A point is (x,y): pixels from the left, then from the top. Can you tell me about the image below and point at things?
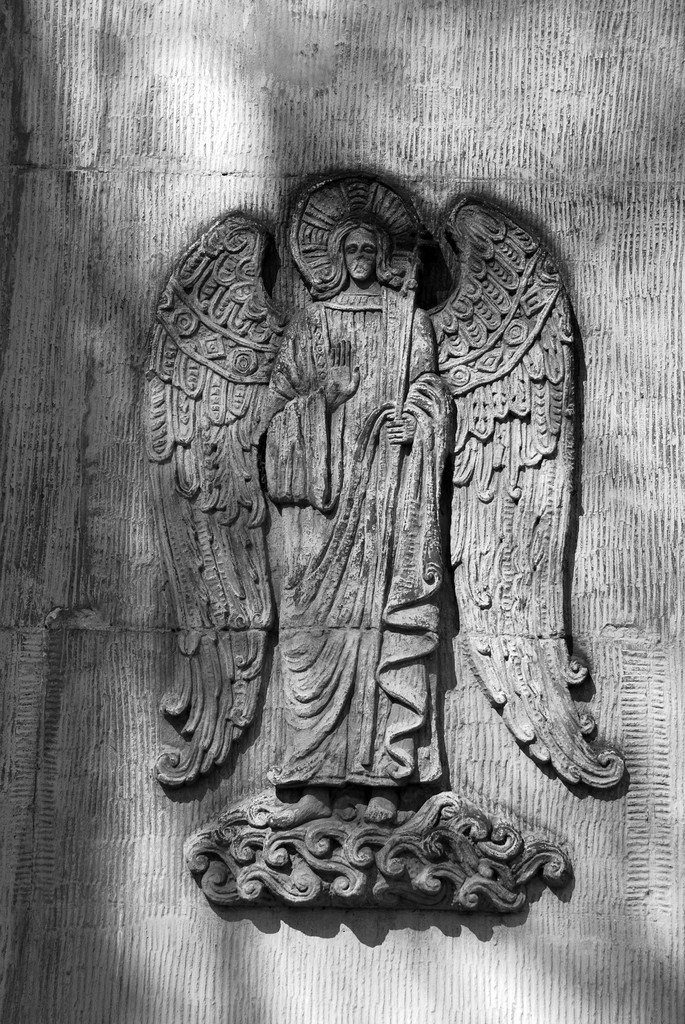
In this image there is a carving (342,439) of a person (342,439) with wings (567,458) on the wall (320,52).
